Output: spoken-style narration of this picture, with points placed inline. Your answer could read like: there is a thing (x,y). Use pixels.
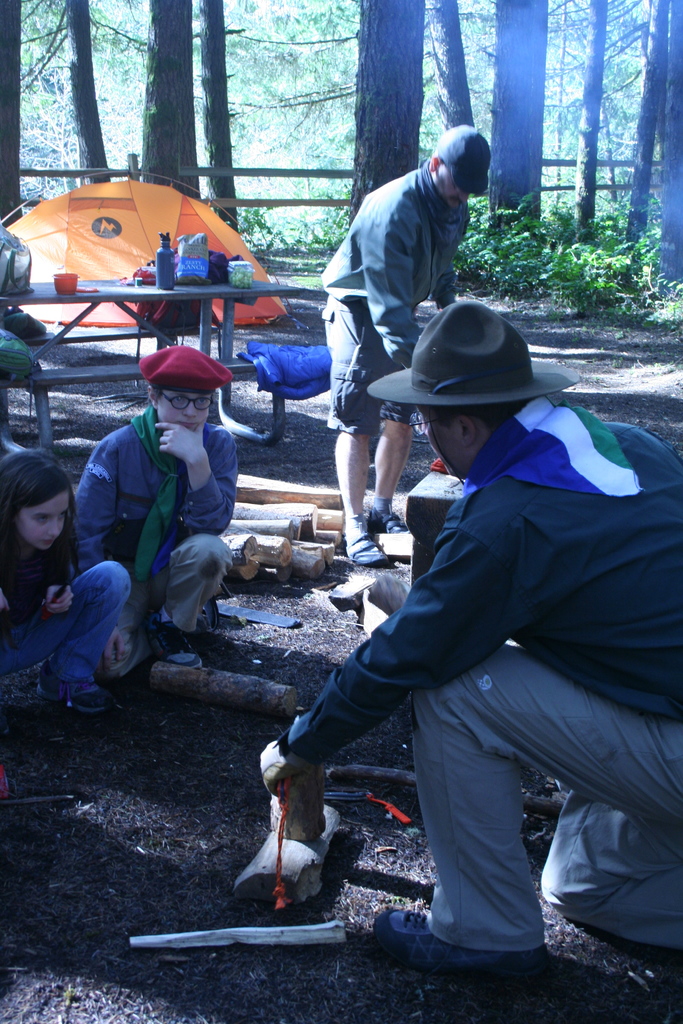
In this picture I can see a few people (417,660) on the surface (311,670). I can see wooden table (38,292) and bench (90,375). I can see the tent (134,207) on the left side (134,207). I can see trees (357,111). I can see wooden objects (266,702) on the surface (282,654).
